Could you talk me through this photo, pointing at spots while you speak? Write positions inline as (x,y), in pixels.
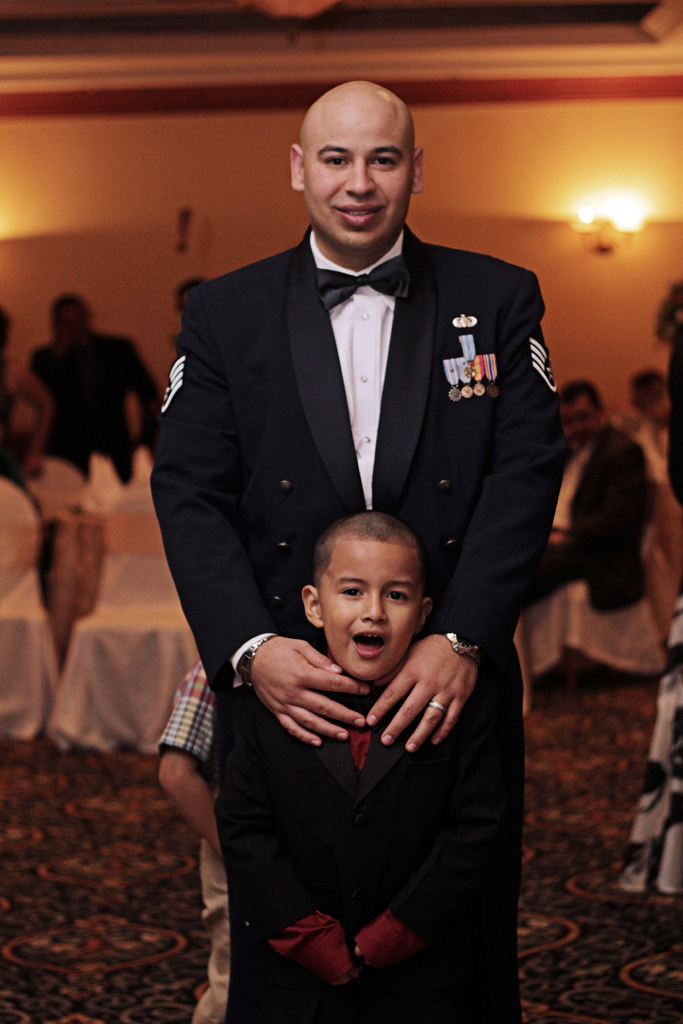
In this image we can see a man (199,521) wearing black blazer (478,503) and a child (320,578) wearing black blazer (377,895) are standing here. The background of the image (623,503) is slightly blurred, where we can see a few people (630,497) sitting on the chairs (29,582) and we can see the lamps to the wall (540,227).
